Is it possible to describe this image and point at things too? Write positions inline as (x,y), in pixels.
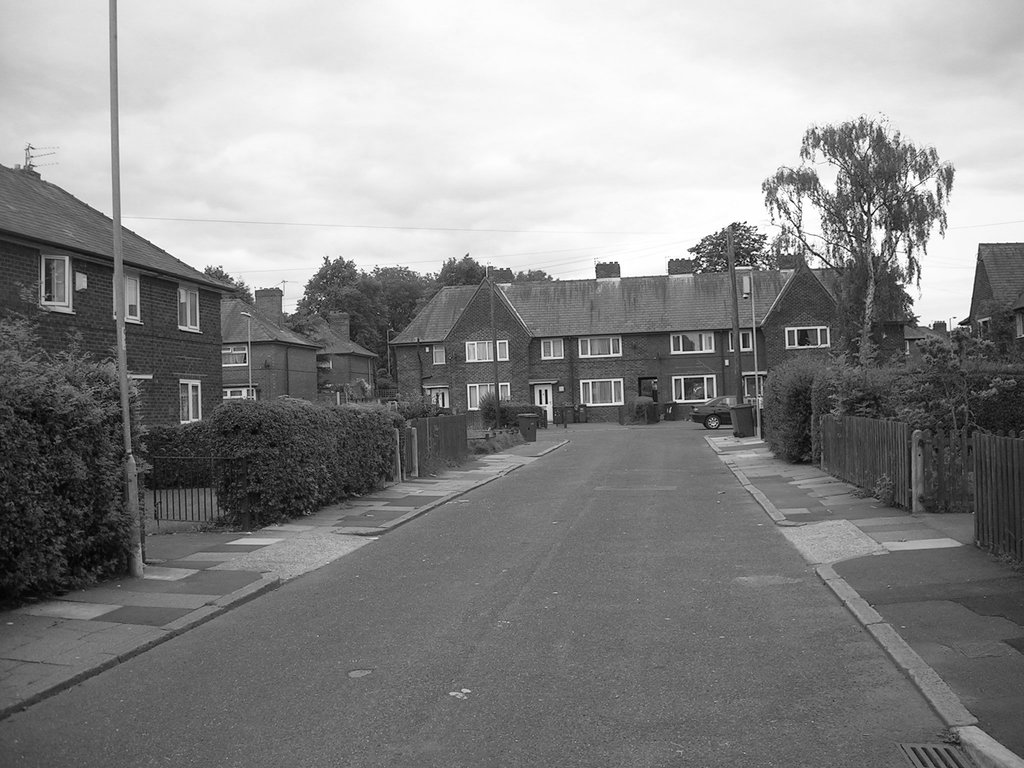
This is a black and white image. In this image we can see houses (282,364), trees (918,414), poles (753,313). There is a road (101,721). At the top of the image (367,119) there is sky (285,139) and clouds (302,61).
